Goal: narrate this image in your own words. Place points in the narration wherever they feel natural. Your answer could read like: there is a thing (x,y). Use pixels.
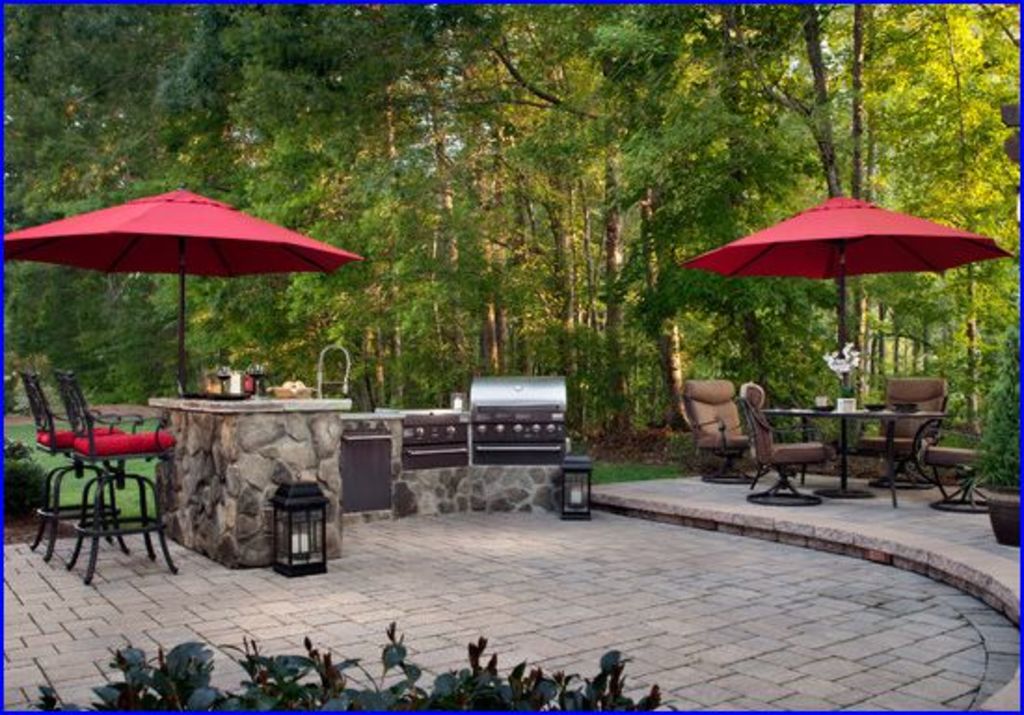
In this image, we can see some chairs (127,440), tables (198,424), umbrellas (191,243) and trees (198,350). We can see the ground (436,533) with some objects (240,414). We can also see some leaves (113,703) at the bottom (493,694).
